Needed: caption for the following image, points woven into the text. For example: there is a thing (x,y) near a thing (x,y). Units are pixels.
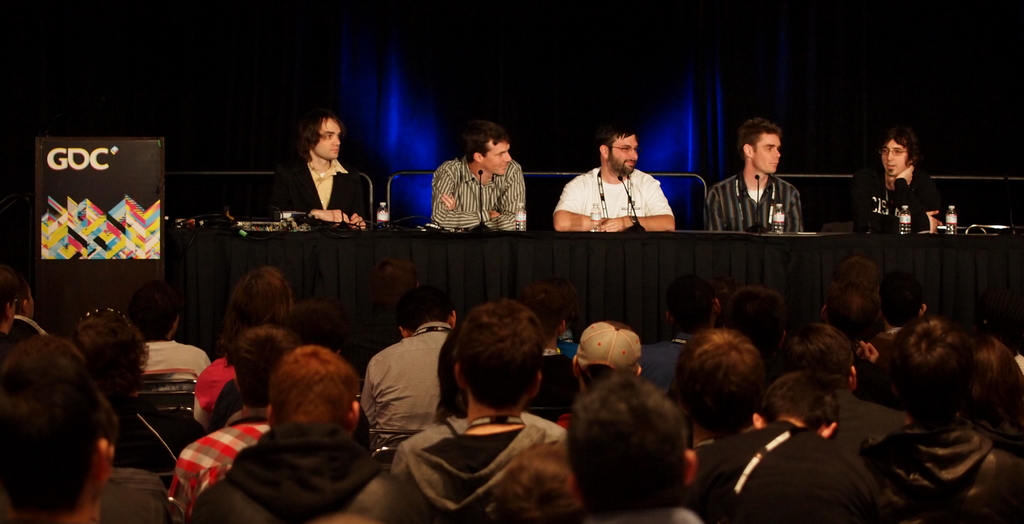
This is the picture of a place where we have some people (916,216) sitting in front of the table (589,231) on which there are some mics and other things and also we can see some people (507,468) sitting in front of them.
